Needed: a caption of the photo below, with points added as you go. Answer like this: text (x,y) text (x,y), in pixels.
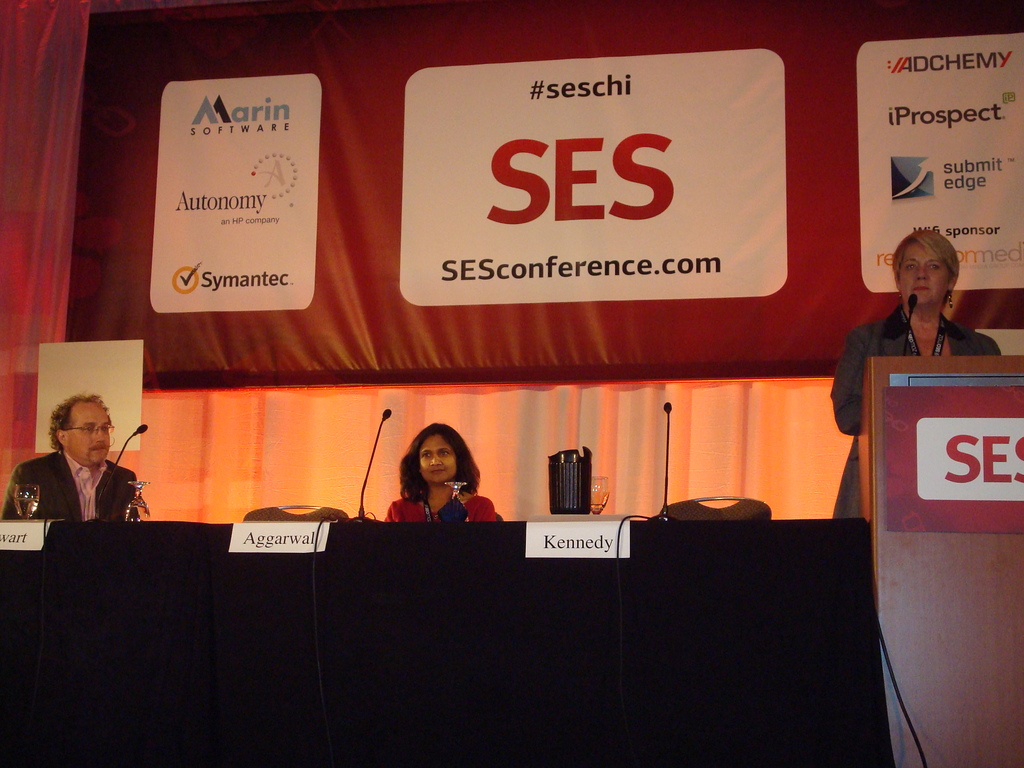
In this image we can see a woman (905,261) standing in front of a wooden podium (1014,530) and she is speaking on a microphone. Here we can see two persons (56,490) sitting on the chairs (274,509). Here we can see a man (121,479) on the left side (74,509) is wearing a suit (49,511). Here we can see the table (407,530) which is covered with black cloth (741,548). Here we can see the name plate boards (28,536), microphones (363,519) and glasses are kept on the table (729,532). Here we can see the curtain (69,211) on the left side (167,511).
